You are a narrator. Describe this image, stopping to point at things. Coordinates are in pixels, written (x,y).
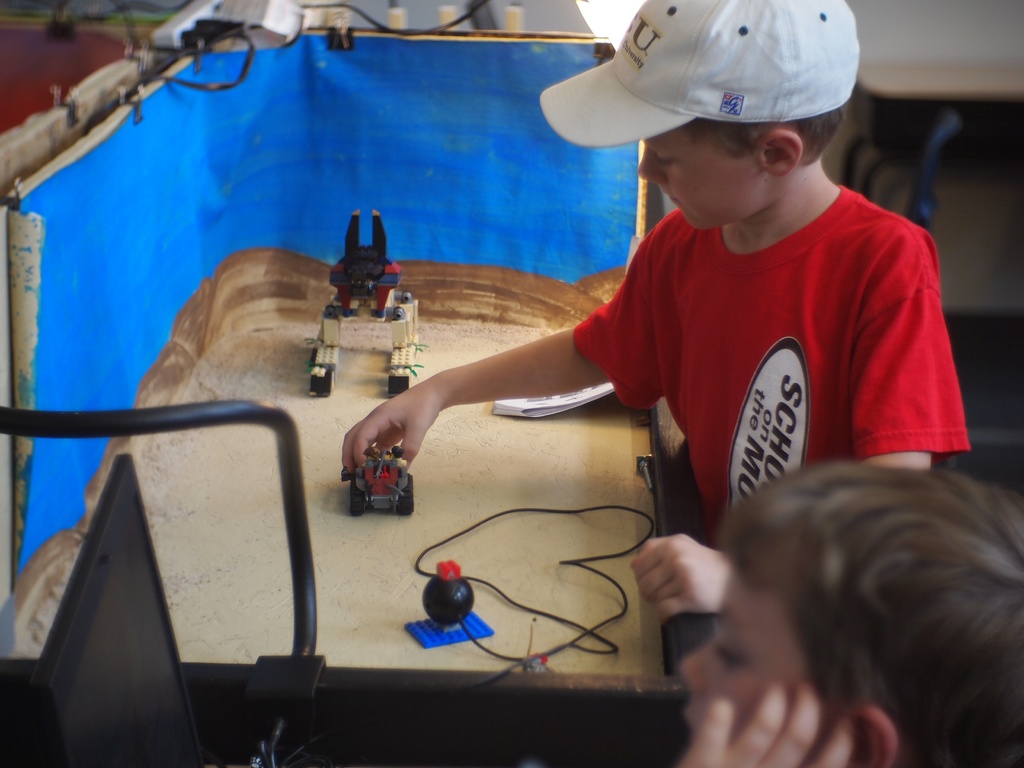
In this image we can see two children (933,620). One boy (819,418) is wearing cap (774,69) and holding a toy (386,465) in his hand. In the center of the image (403,507) we can see some toys (427,601), paper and cables (569,509) placed on the surface (311,461). In the foreground (154,732) we can see a screen (159,712) and poles (305,611). In the background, we can see some lights (618,20) and a table (970,101) placed on the ground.
